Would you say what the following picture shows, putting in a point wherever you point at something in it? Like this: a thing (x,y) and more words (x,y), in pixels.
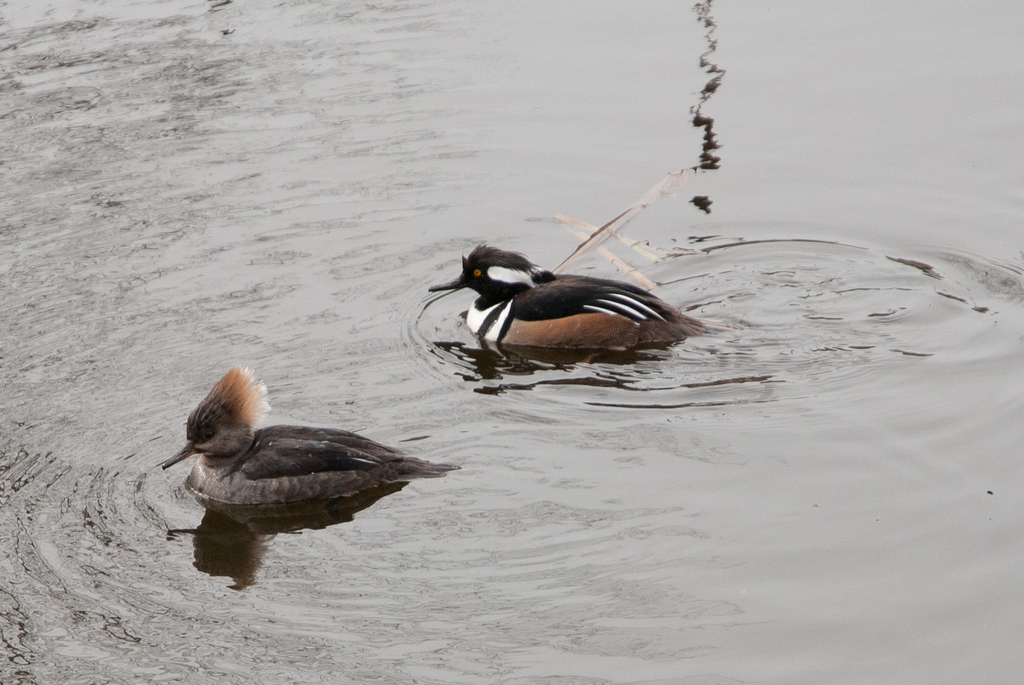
In this picture I can observe two birds (571,302) swimming in the water (442,312). In the background (365,162) I can observe water (681,238).
